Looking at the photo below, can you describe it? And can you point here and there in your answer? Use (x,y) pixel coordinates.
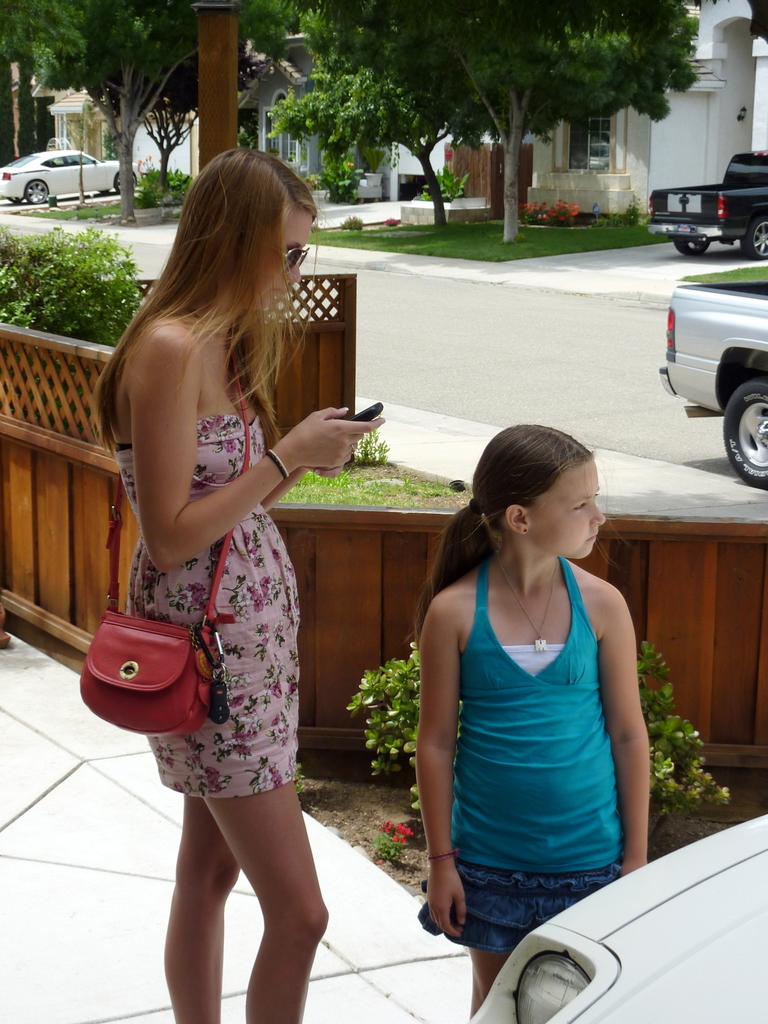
In this image i can see there are two persons (224,762) standing on the floor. I can also see there are few cars (683,321) on the road (598,306) and trees (423,69).
